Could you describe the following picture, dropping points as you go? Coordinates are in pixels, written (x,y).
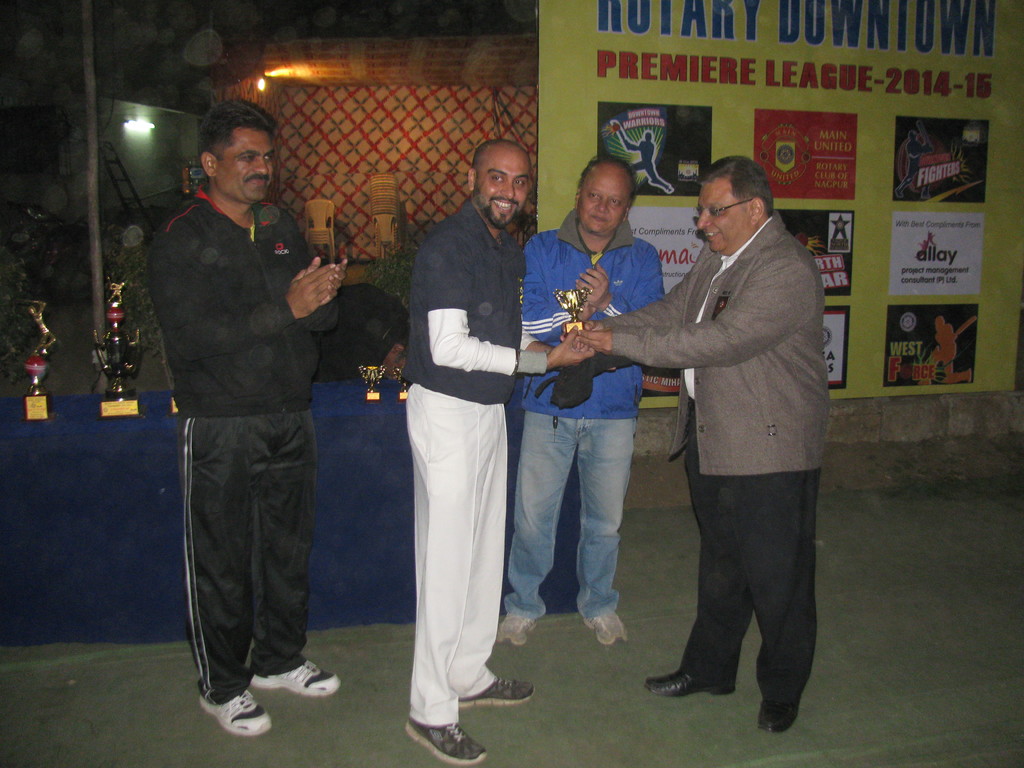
In the front of the image (423,512) I can see four people (423,512) are standing. Among them two people (479,253) are holding a trophy (568,301) and another two people (597,284) are clapping their hands (605,277). In the background of the image (664,247) there is a hoarding (800,52), table (58,405), chairs (391,210), tent (315,85), lights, ladder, pole (86,9), trophies (365,376), plant (369,265) and objects (8,218).
